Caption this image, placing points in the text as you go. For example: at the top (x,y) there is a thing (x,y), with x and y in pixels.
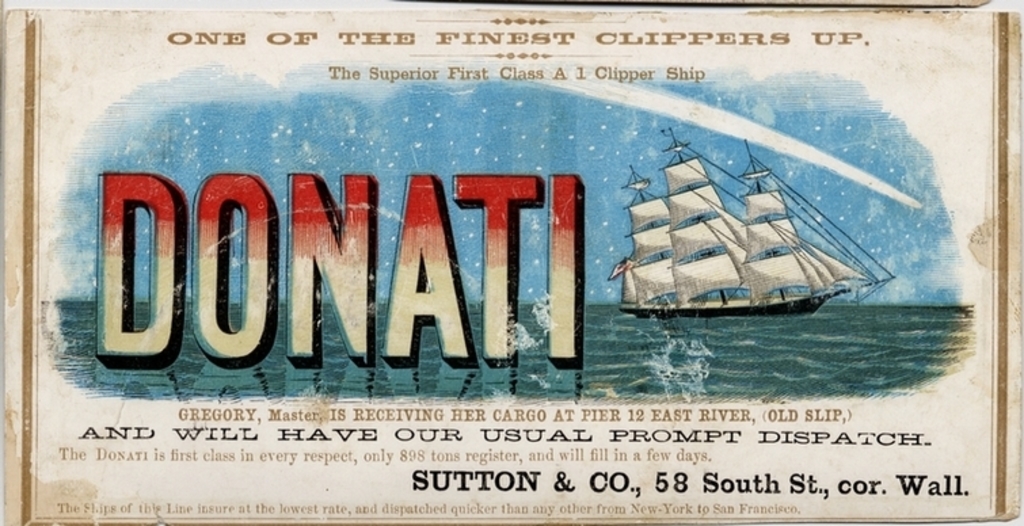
In this image, we can see a picture (47,265) and there is DONATI (501,347) printed, and there is a ship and there is water (819,348) on the picture (822,348).
